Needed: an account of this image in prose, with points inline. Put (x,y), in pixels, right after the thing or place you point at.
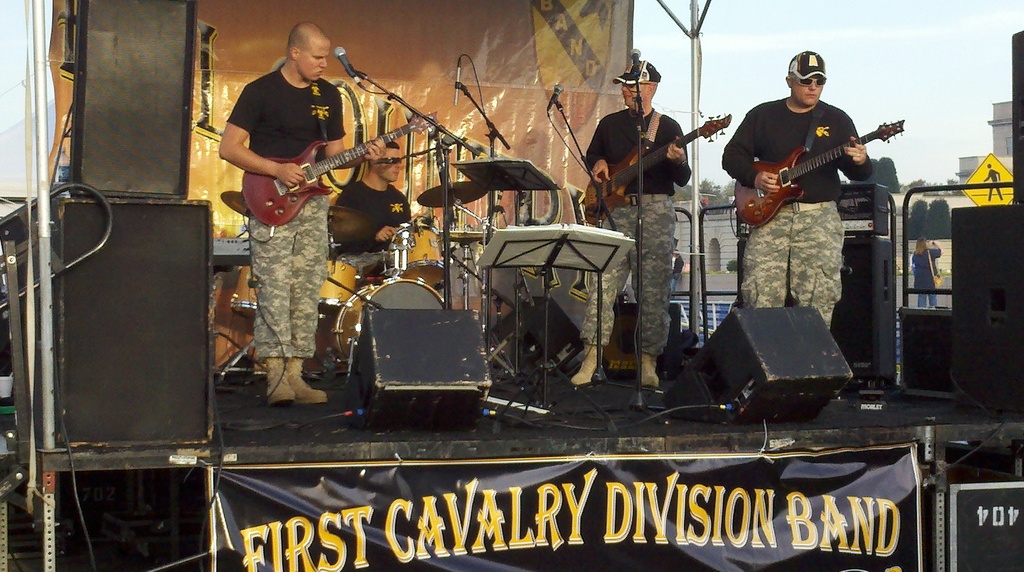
In this image there are group of people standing and playing guitar (762,200) and the back ground (518,139) there is another person (390,266) sitting and playing drums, speaker (425,327), banner (510,128), building (678,214), tree (933,213), sky (1007,39), sign board (977,205).
